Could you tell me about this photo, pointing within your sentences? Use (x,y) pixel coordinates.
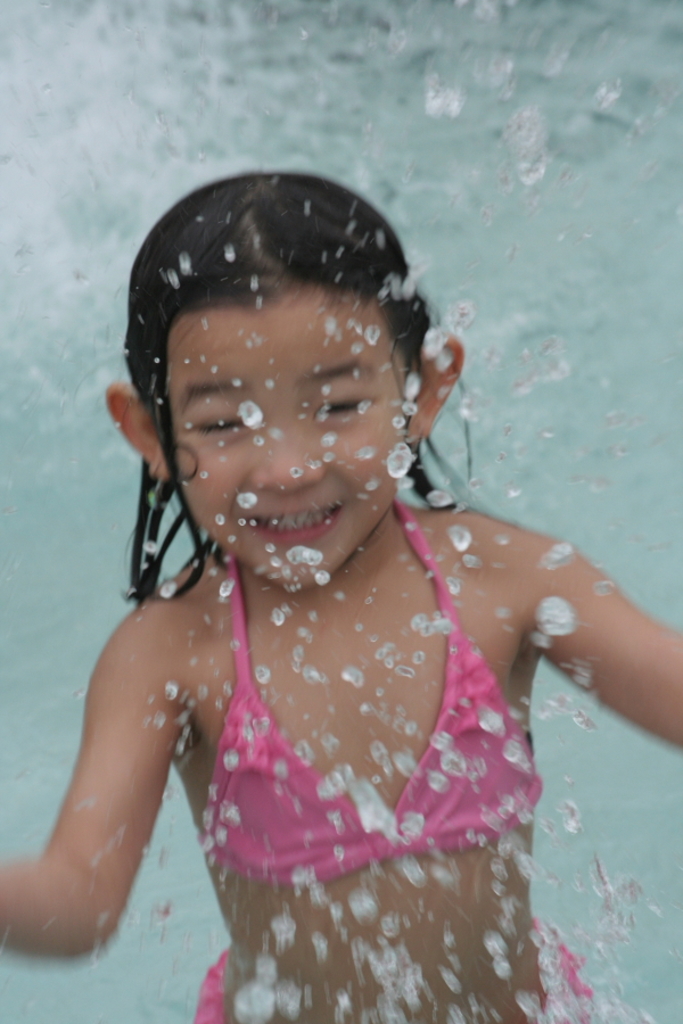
In this image we can see a girl (309,702) playing in the water (209,885).
